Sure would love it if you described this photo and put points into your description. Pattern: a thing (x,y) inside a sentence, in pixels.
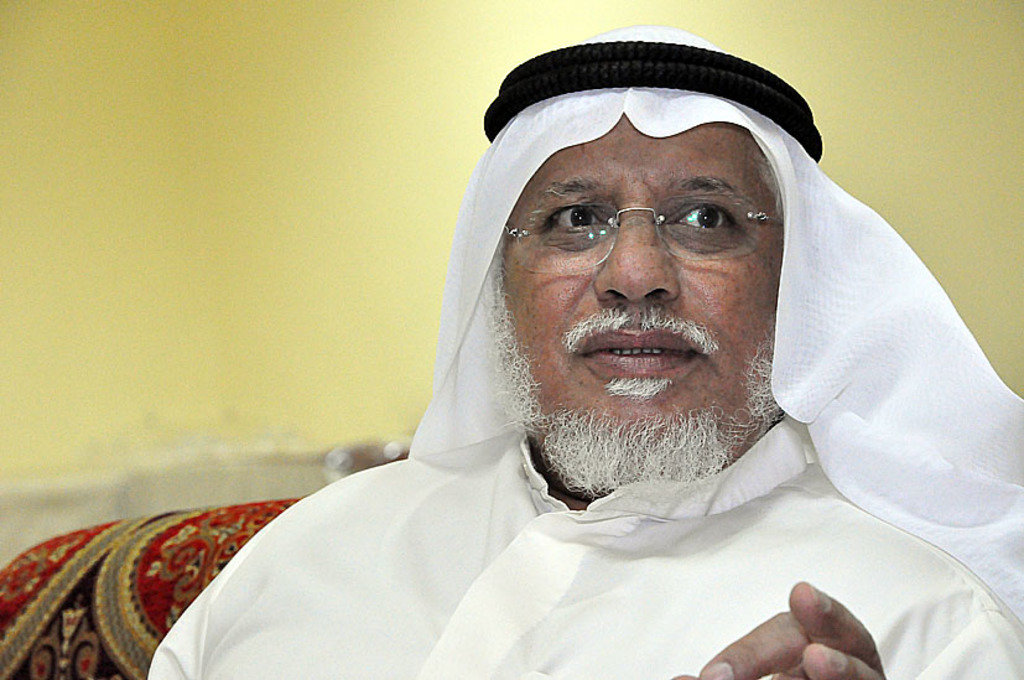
In the foreground of the image (561,504) there is a person (511,607) wearing white color dress (668,507), sitting on a couch (99,554). In the background of the image (282,128) there is wall (873,86).
